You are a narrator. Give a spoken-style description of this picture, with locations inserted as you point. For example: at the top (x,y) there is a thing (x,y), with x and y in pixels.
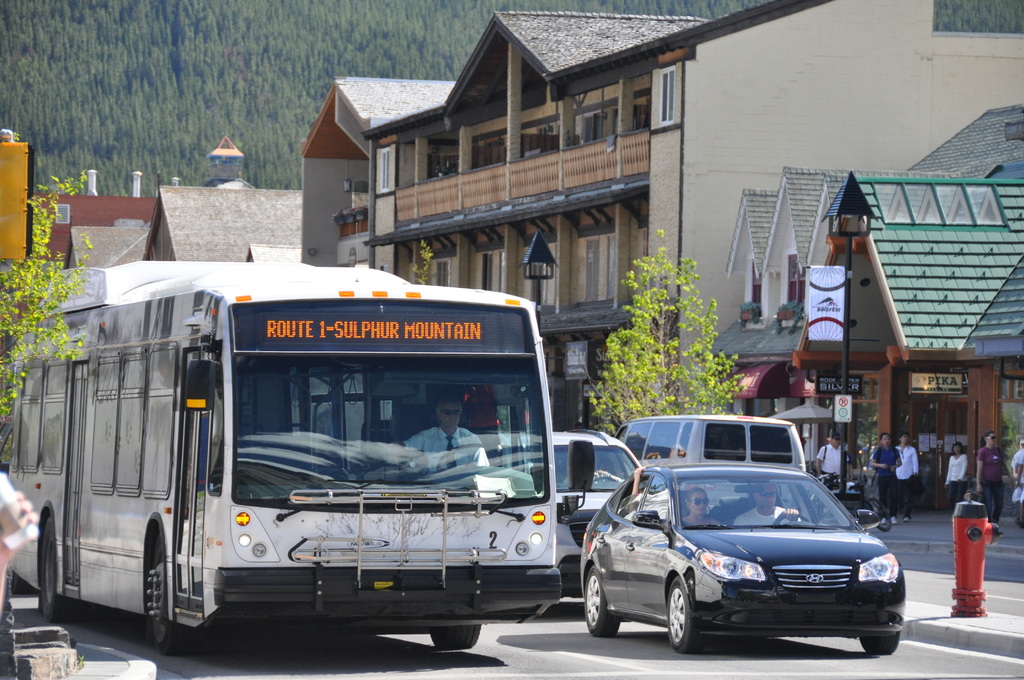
In the image there are vehicles (436,506) on the road (403,674), beside the road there are few people (985,446), some stores (824,180) and buildings (394,223). In the background (46,174) there are many trees (234,73).
